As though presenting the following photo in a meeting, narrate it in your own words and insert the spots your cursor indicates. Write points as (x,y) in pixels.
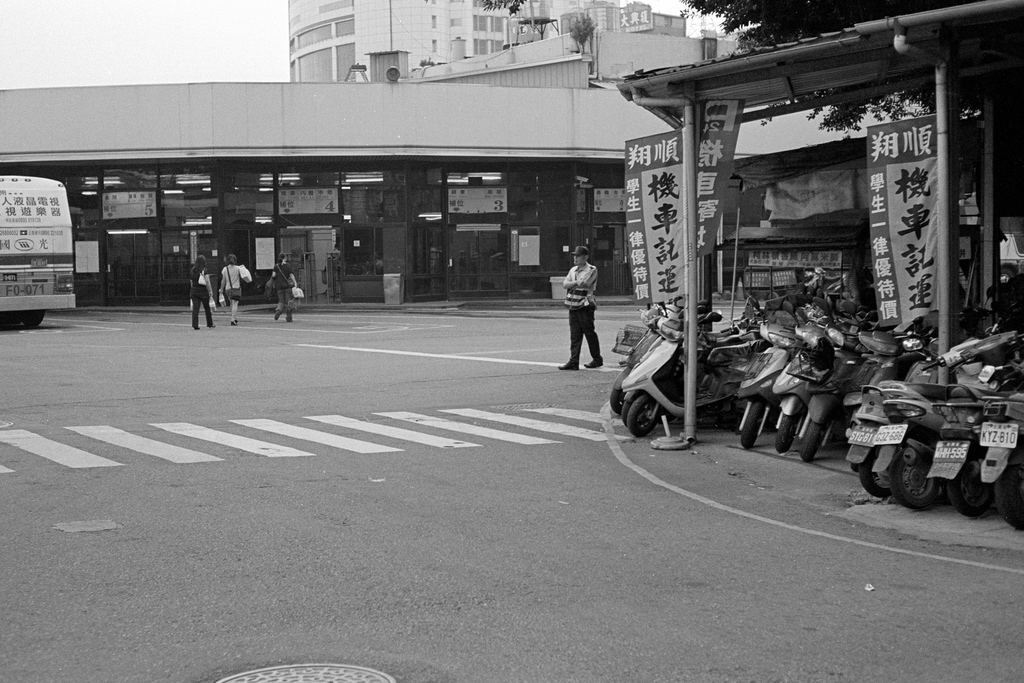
In this image I can see few people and vehicle (38,242) on the road (465,377). To the right (761,405) I can see the banners (679,255), tree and vehicles (790,368) under the shed (812,268). In the background (208,127) I can see the buildings (396,106), trees (773,5) and the sky (100,35).
